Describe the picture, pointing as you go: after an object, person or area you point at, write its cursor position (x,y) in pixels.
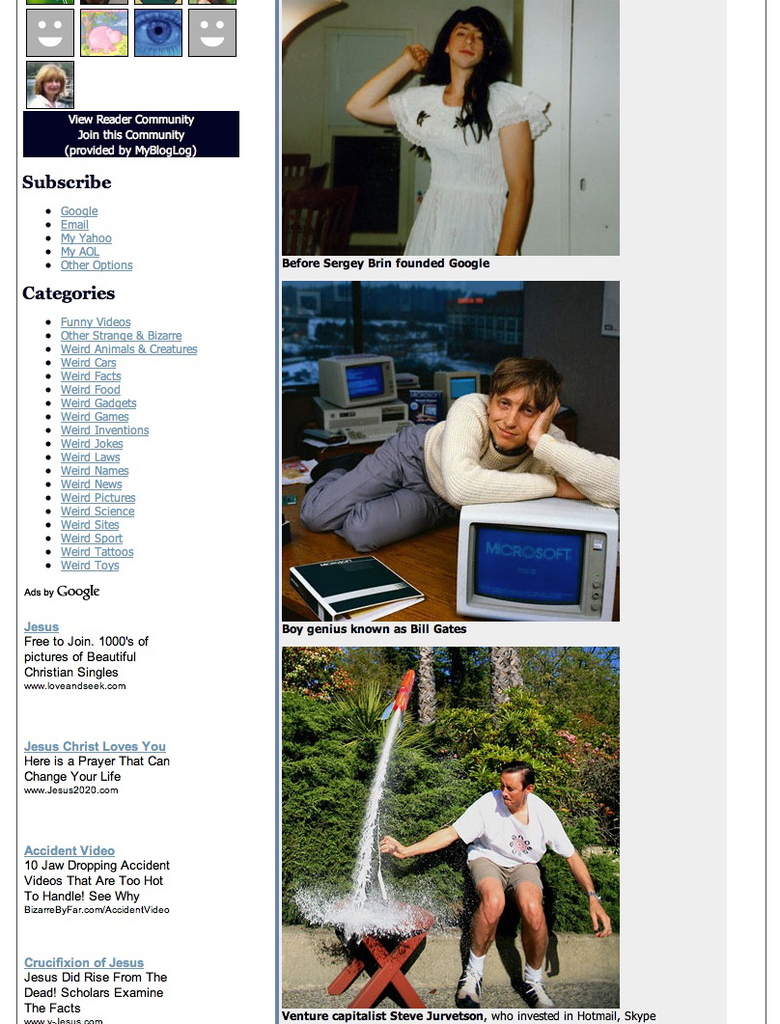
In this picture we can see it as a collage image here we have woman (474,107) standing and in this person (467,396) lying keeping his hands (505,485) on monitor (476,548) and here it is book (375,569) and in last person (455,822) bending and touching water (341,903) and in background (349,685) we can see trees (415,693).
